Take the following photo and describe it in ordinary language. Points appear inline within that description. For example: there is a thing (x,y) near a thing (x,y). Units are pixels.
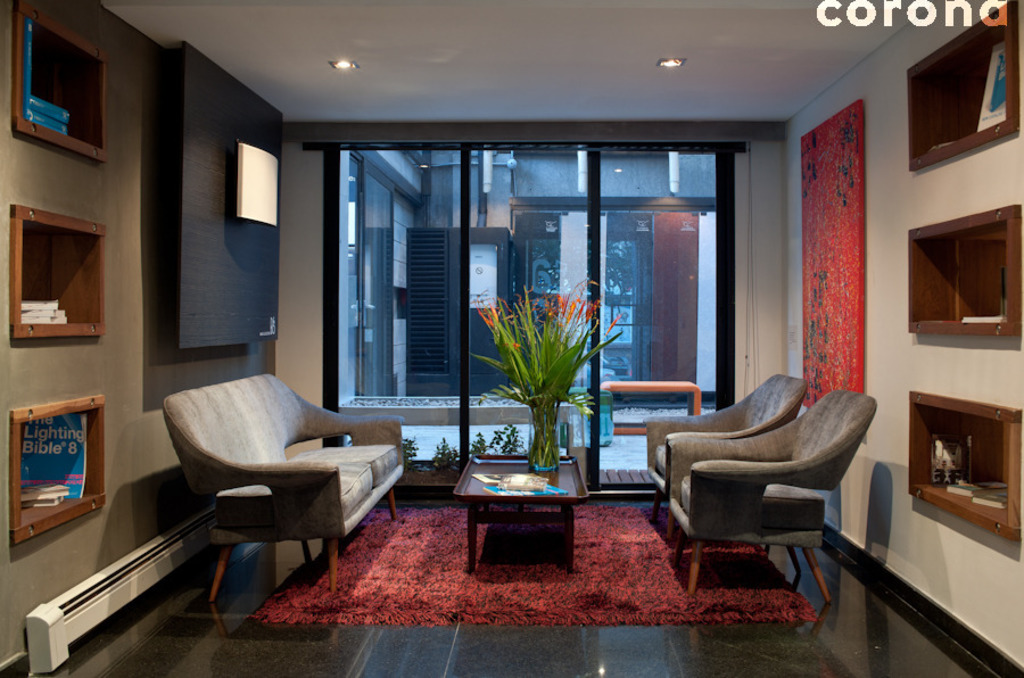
It is a closed room (548,540) where in the centre (553,431) there is a table (472,484) and books (501,480) and one flower plant (564,394) on it, at the right corner of the picture (736,480) there are two chairs (750,439) and behind them there is a big wall (893,209) with shelves (916,446) and a picture (860,238) on it and beside the chairs (809,448) there is a big glass window (663,307) and outside the window (703,365) there is one table (675,390) and one wardrobe (417,271) and at the left corner of the picture (300,465) there is one sofa (270,465) and behind the sofa (280,495) there are shelves (100,67) with books (79,454) in it and under the sofas (684,471) there is one red carpet (573,620).
